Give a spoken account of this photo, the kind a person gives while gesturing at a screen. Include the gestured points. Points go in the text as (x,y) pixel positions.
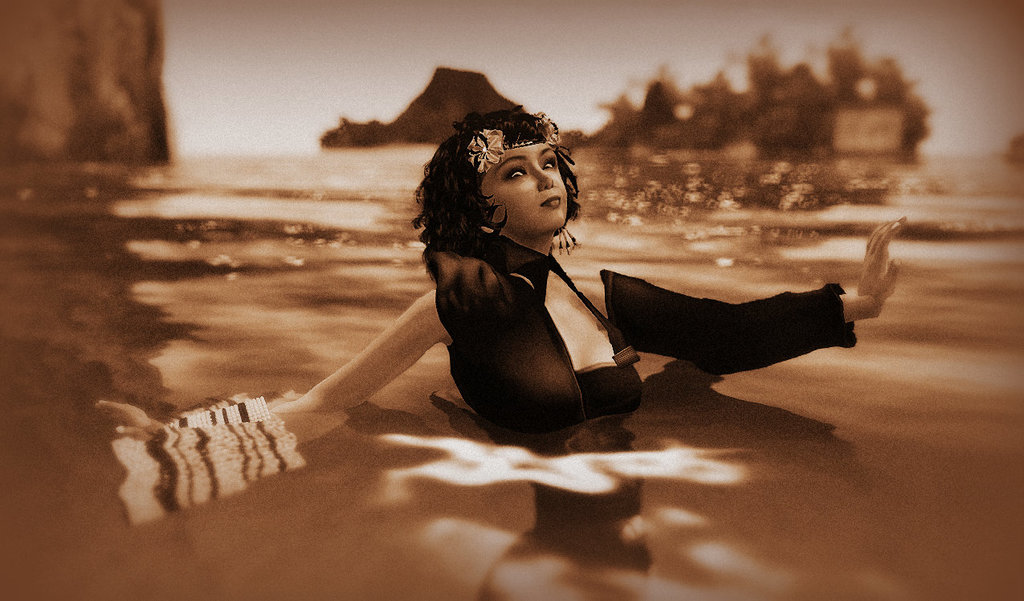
This is an animation picture. In this image there is a woman (561,278) in the water (613,508). At the back (453,110) there are trees (842,90) and mountains (107,119). At the top (391,41) there is sky (626,23). At the bottom (842,499) there is water (798,458).
